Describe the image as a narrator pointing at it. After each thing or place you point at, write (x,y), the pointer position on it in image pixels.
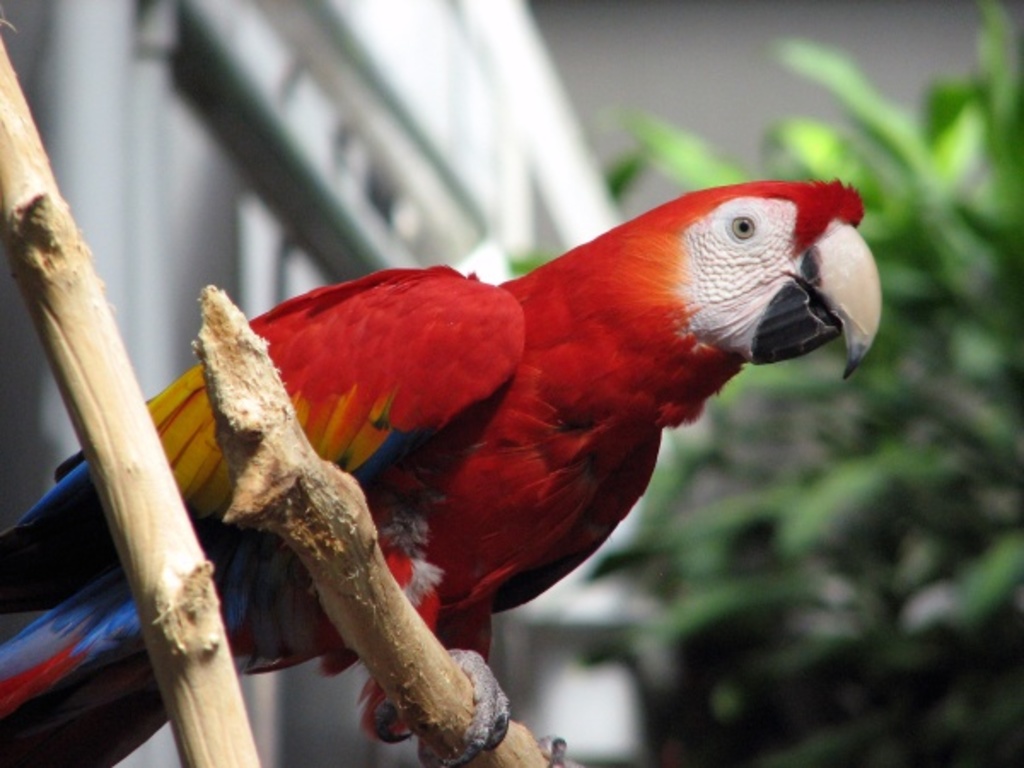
In the center of the image (487,345) we can see parrot (78,465) on the branch (406,717) of a tree (411,709). In the background (618,51) we can see tree (1023,72) and building (422,104).
